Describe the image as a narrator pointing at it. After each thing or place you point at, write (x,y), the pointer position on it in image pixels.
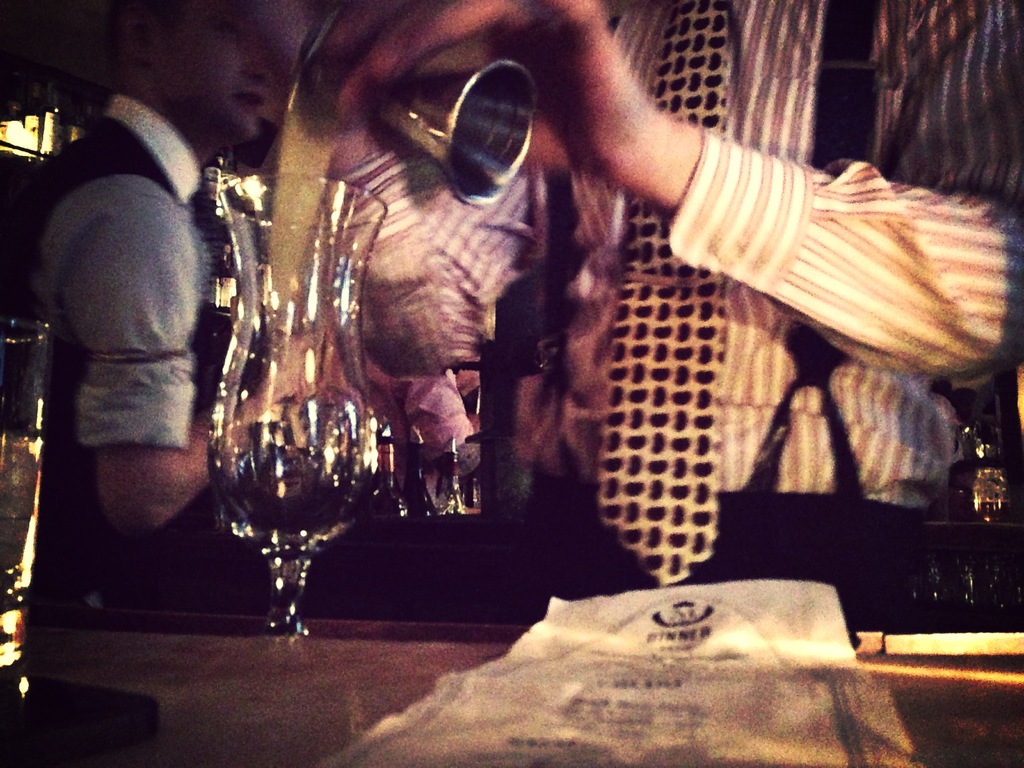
In this picture, there is a man (656,285) towards the right (705,282) and he is pouring liquid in the glass (239,444) which is on the table (259,653). Towards the left (98,336), there is another man (148,244).
